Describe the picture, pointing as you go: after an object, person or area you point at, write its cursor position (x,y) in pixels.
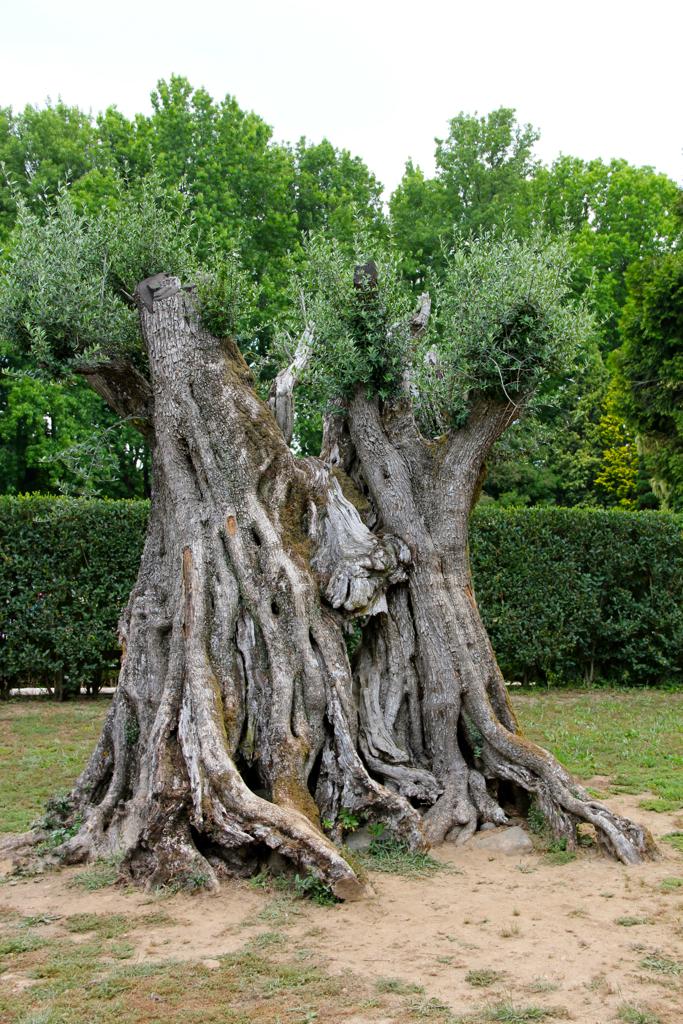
As we can see in the image there is a tree stem (291,748), grass (578,727), plants (526,570), trees (377,256) and a sky (387,183).
